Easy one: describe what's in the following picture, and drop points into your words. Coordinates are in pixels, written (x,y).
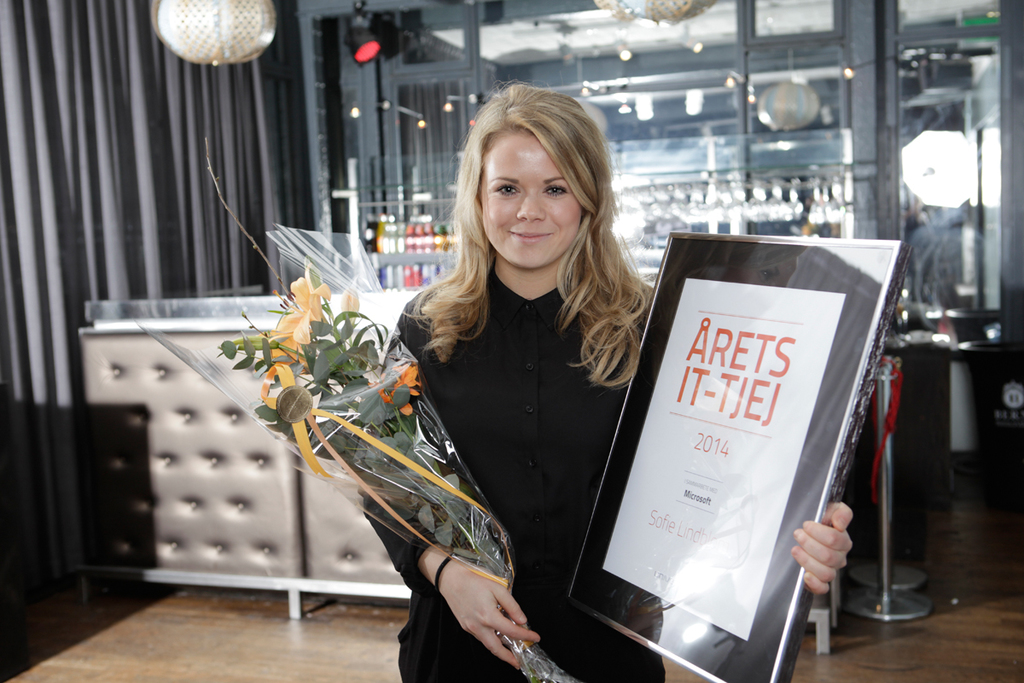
In this image, I can see the woman (558,463) standing and smiling. She is holding a flower bouquet (490,561) and a frame (603,604) in her hands (511,606). This looks like a table (169,312). In the background (393,233), I can see few objects (671,220) and a glass door (381,159). I think these are the curtains (148,220) hanging. Here is the floor (343,641). On the right side of the image (993,493), that looks like a dustbin (987,398).
